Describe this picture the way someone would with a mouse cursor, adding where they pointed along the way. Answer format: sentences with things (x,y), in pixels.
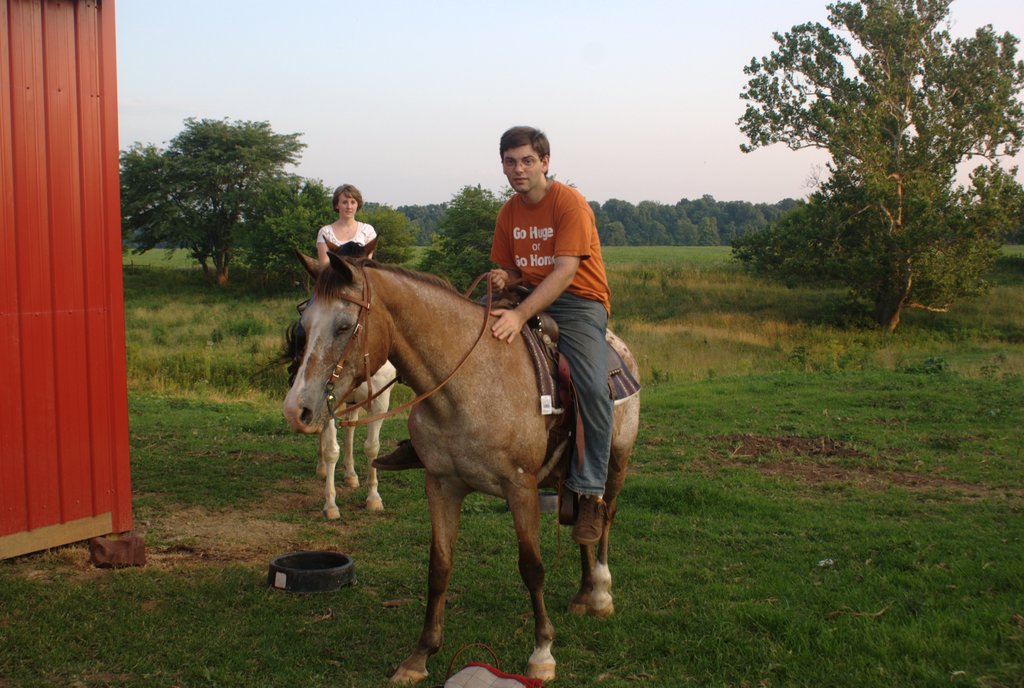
In the middle of this image (577,238), there is a person (568,190) in brown T-shirt (565,216), sitting on a horse (430,292) and holding a thread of it. This horse (512,386) is on the ground (645,598), on which there is grass (791,501) and there are some objects (496,687). On the left side (323,239), there is a woman (344,215) in a white color dress (362,232), sitting on another horse (345,251) and there is a red color wall (26,154). In the background (156,158), there are trees (197,163) and grass (701,262) on the ground (686,258) and there are clouds (669,56) in the sky (593,16).
